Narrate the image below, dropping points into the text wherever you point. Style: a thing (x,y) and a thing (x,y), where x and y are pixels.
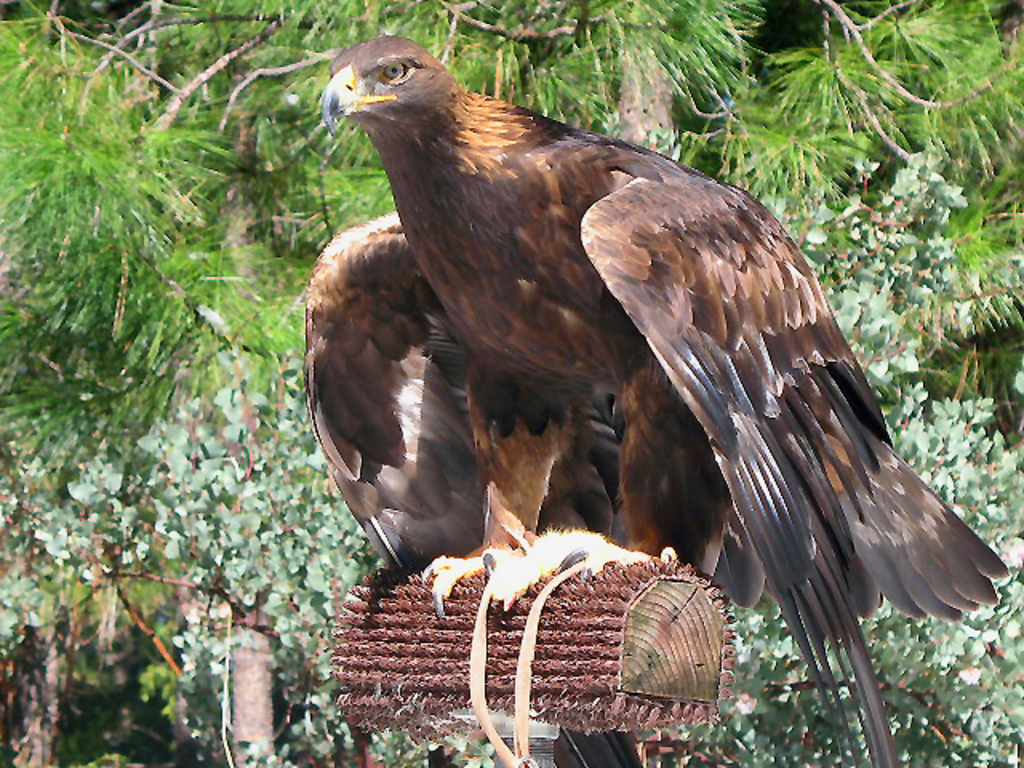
In this image I can see a bird (461,222), trees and wooden object (492,646).
